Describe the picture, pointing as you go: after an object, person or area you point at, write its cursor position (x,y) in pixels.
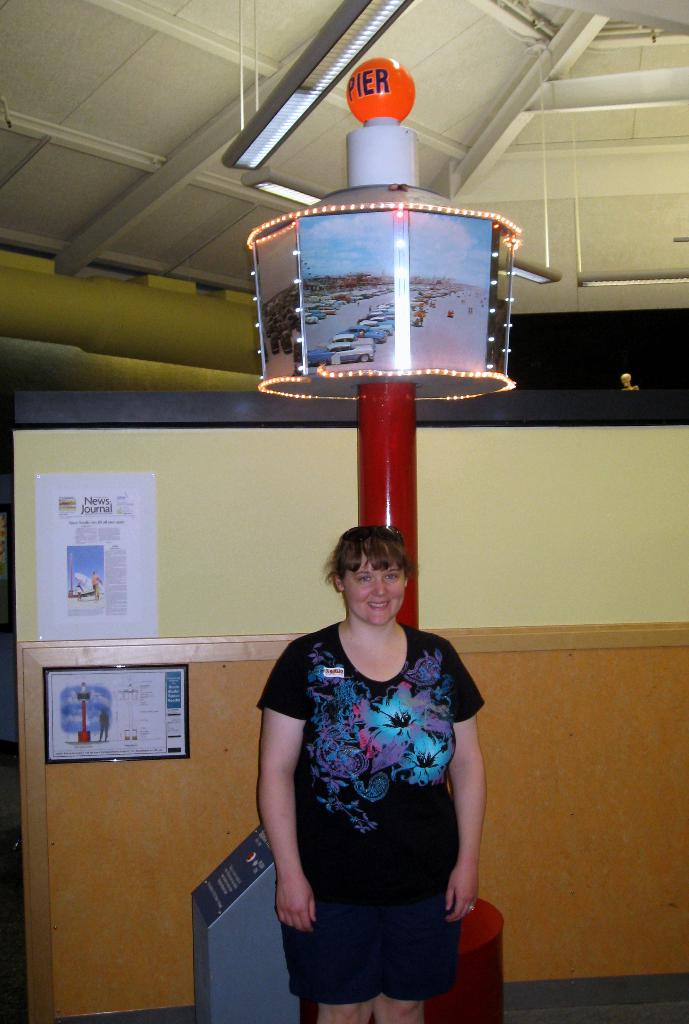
In this image I can see the person (401,798) standing and the person (425,792) is wearing black color dress (386,864). In the background (464,353) I can see the pole (414,442) and few objects (279,363) to it and I can also see few posters (110,684) attached to the brown and cream color surface (224,610).
